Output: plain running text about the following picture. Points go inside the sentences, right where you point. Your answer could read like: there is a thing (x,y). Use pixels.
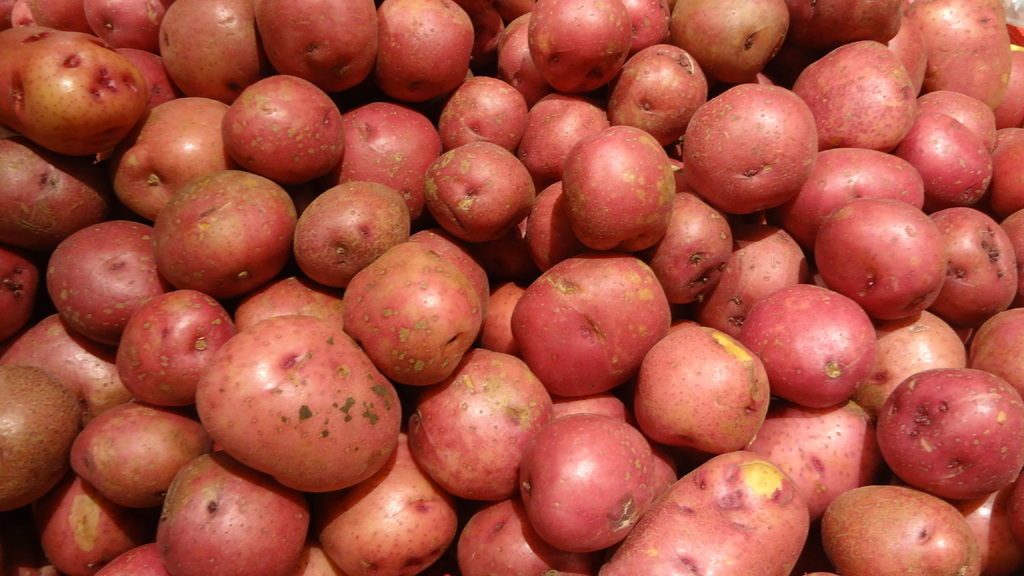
In this image we can see there are some red potatoes (452,341).
